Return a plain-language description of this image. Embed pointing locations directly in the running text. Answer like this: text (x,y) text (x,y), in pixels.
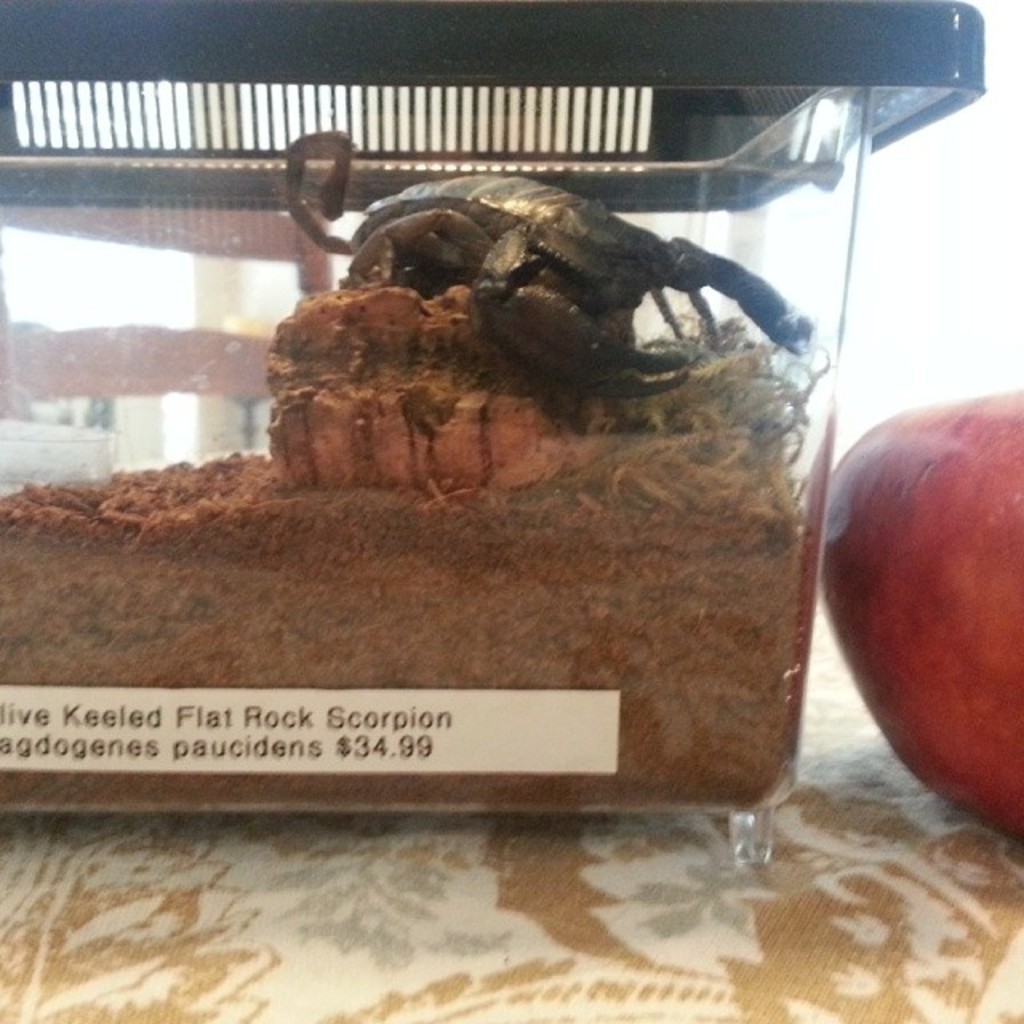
In this image there is a black scorpion (431,242) inside the glass box (249,317). In the box (260,323) there is sand (387,515) on which there is a stone (365,384). On the stone (381,305) there is a scorpion (540,228). On the right side (948,454) there is an apple (914,555).
